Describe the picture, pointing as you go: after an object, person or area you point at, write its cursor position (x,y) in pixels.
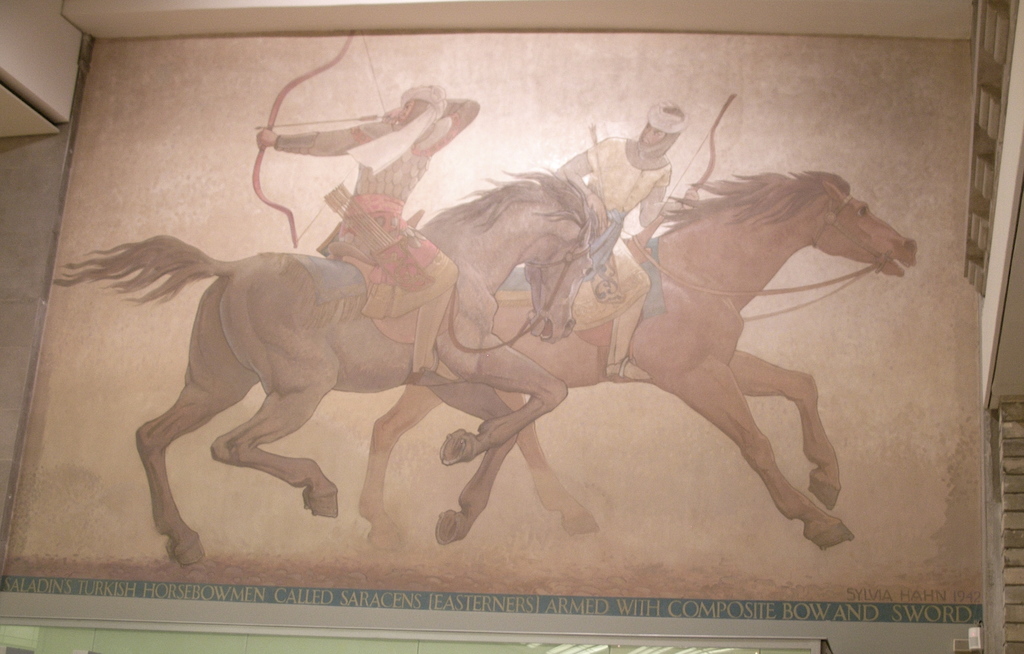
In this image we can see a wall painting (854,186). In this painting (329,401) there are two people (427,281) riding on the horses (641,318). On the right (1009,442) there is a wall (1009,424).
